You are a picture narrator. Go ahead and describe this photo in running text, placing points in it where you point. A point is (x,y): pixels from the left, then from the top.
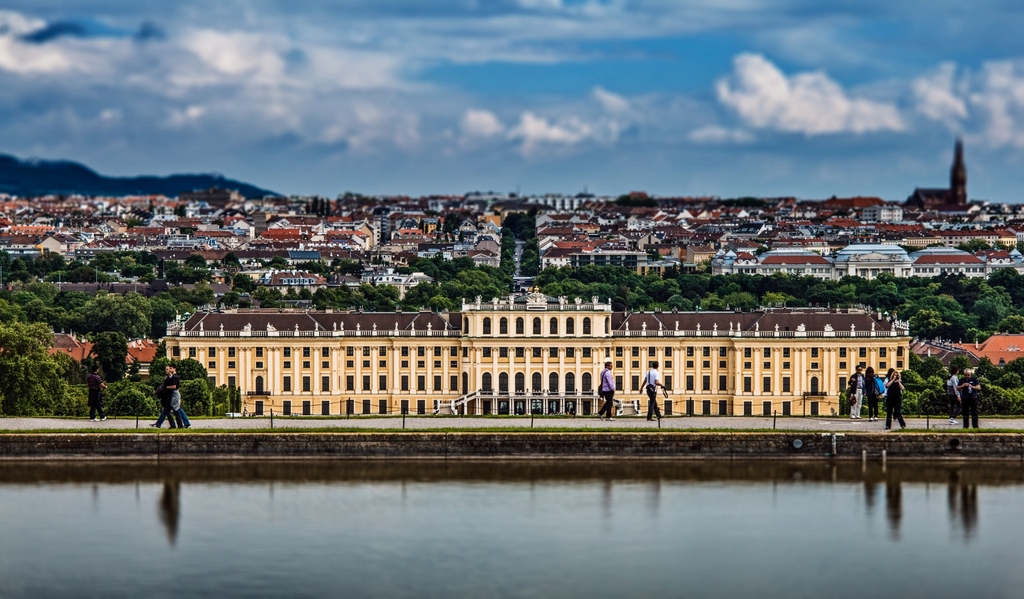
In this image we can see some houses (253,331), trees (673,285), plants (937,385), there are a few people (100,407), some of them are walking on the road (865,423), there are some poles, also we can see the water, mountains (13,177), and the cloudy sky (161,168).
